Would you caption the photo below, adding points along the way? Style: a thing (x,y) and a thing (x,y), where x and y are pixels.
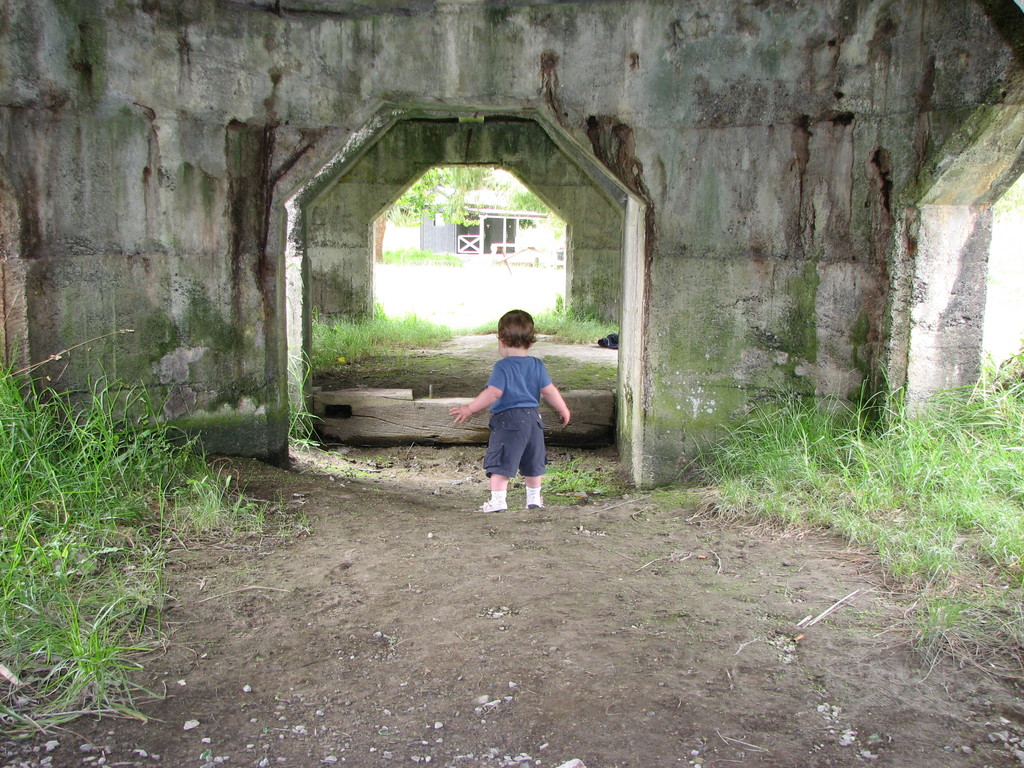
In this picture I can see a kid (475,409) standing, there are walls (799,11), there is a building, there is grass (940,489) and there are branches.
